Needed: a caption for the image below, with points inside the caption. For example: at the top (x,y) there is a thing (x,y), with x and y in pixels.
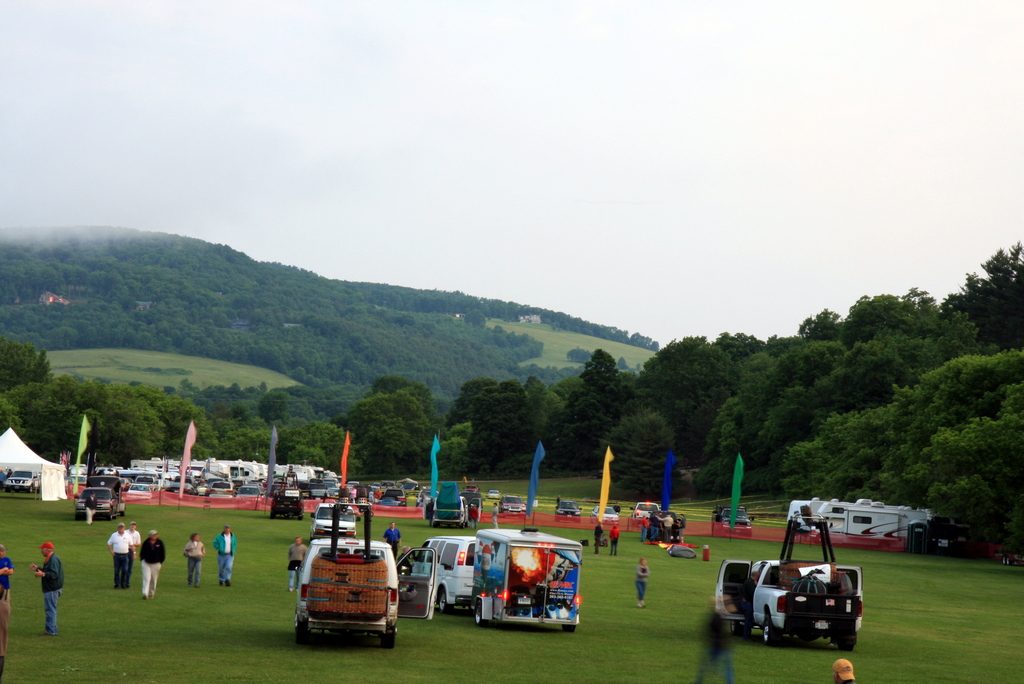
In this picture I can see the tent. I can see the flags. I can see a number of vehicles (247,468) on the surface (248,535). I can see trees (230,455). I can see green grass (244,546). I can see clouds (387,252) in the sky (465,76). I can see a number of people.
